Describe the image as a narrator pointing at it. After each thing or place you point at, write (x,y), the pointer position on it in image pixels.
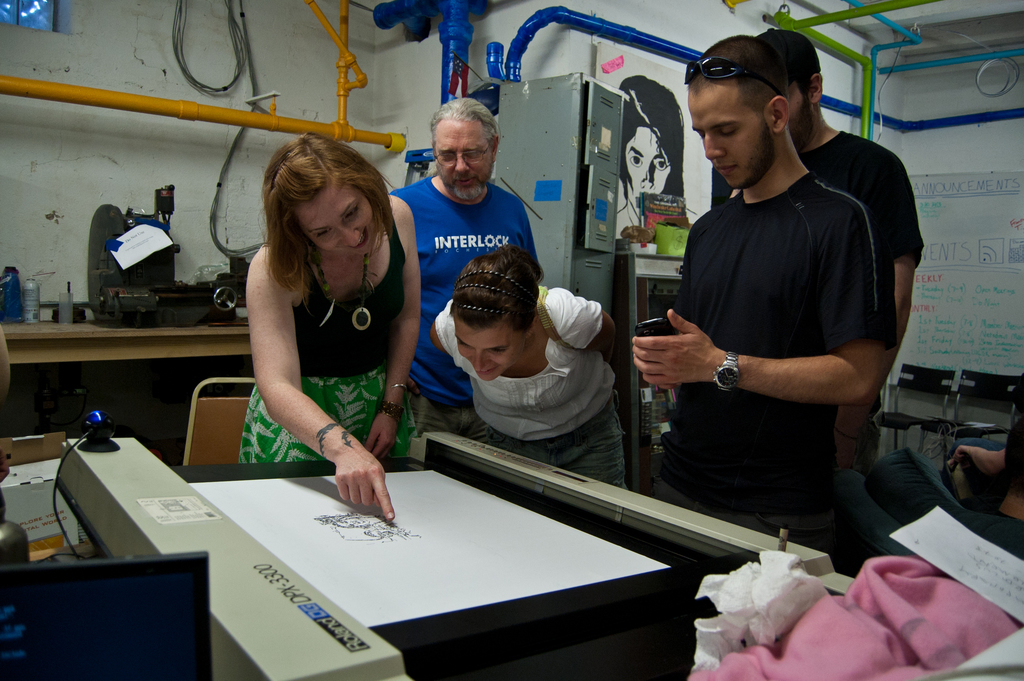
There are group of people (710,306) looking at the paper (369,525) which has some image (394,526) on it and there are objects (444,83) around them.
